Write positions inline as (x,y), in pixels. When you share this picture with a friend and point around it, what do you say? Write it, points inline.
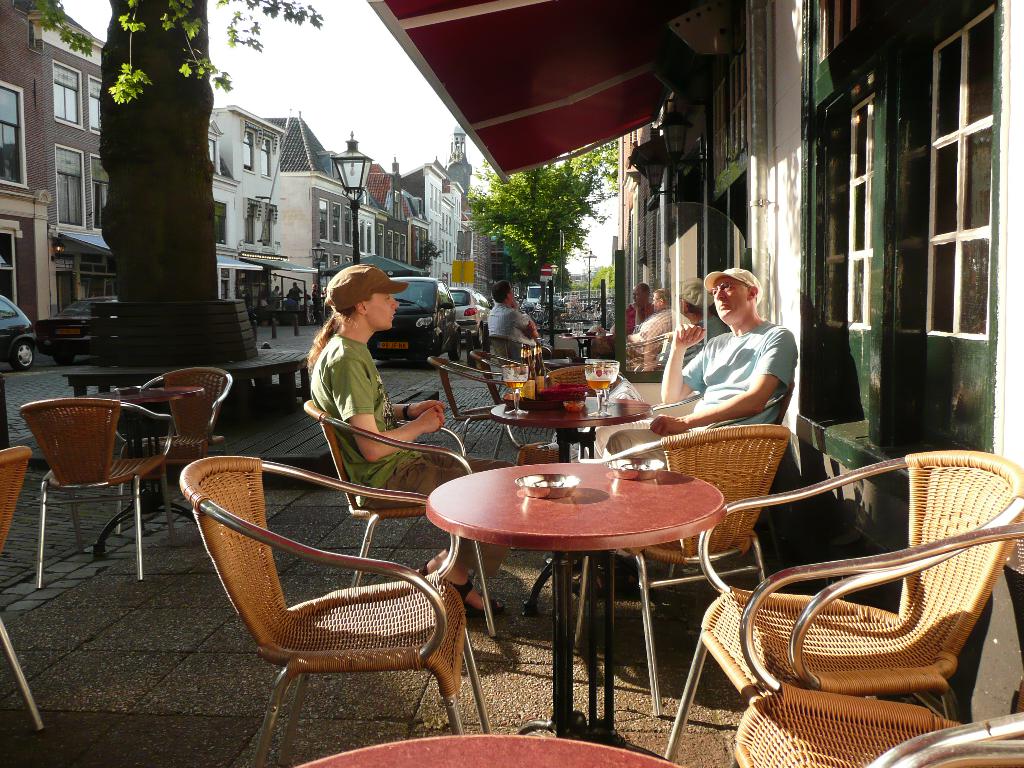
In this image there are group of persons (688,411) sitting on a chair (761,465) and at the left side of the image (205,246) there are buildings (461,194), cars (416,284), trees (204,294) and persons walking on the floor (429,377).
